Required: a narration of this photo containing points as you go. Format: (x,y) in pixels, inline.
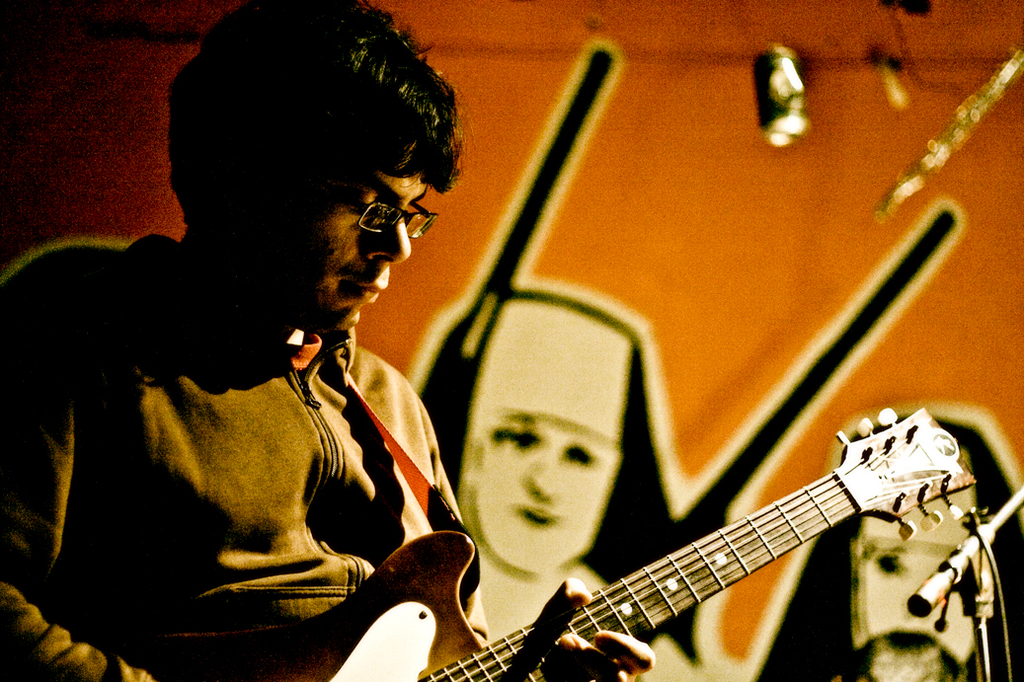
in the picture we can see a person (369,478) holding a guitar (629,584), on the wall (517,388) we can see a scenery (559,375) of a person (612,403).
